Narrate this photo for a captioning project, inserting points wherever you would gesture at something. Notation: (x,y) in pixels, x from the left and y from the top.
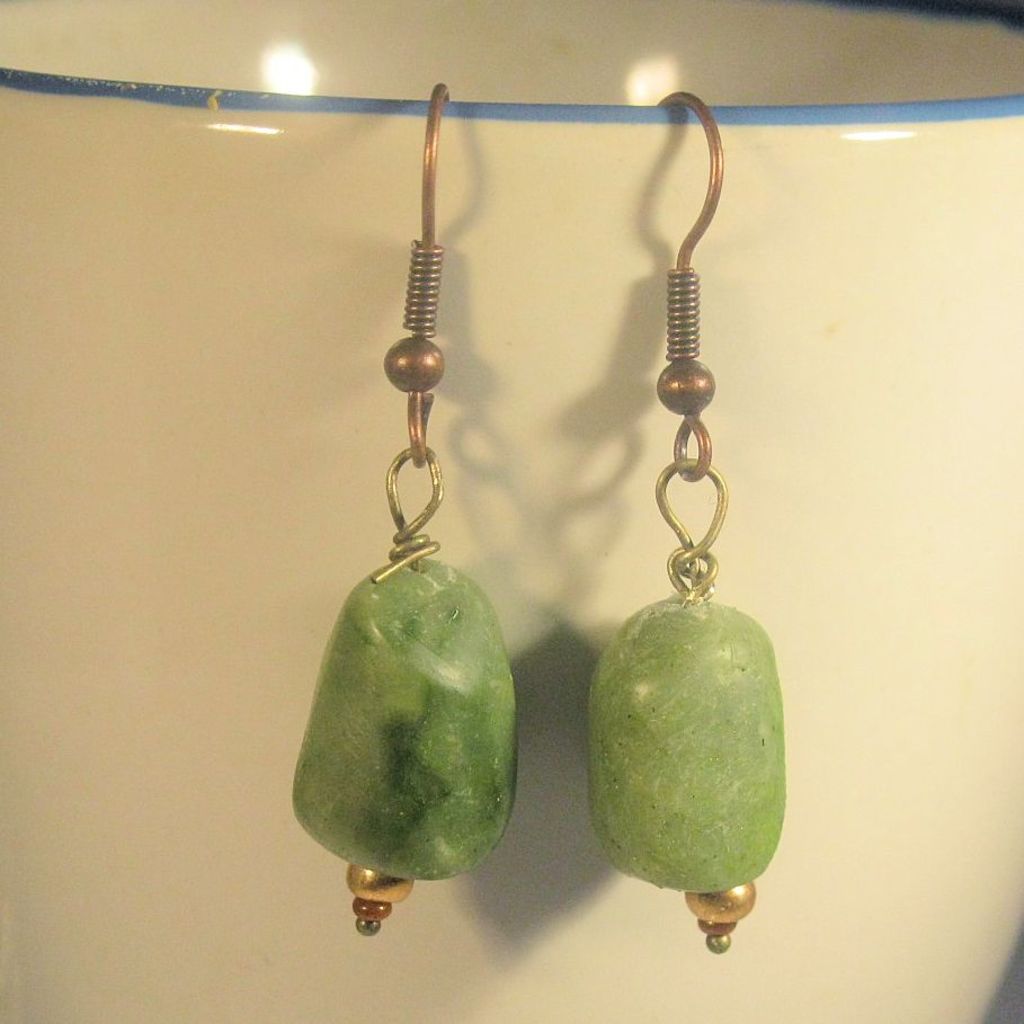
There are earrings (440,565) hanging to the mug (642,82), this is mug (185,625).
